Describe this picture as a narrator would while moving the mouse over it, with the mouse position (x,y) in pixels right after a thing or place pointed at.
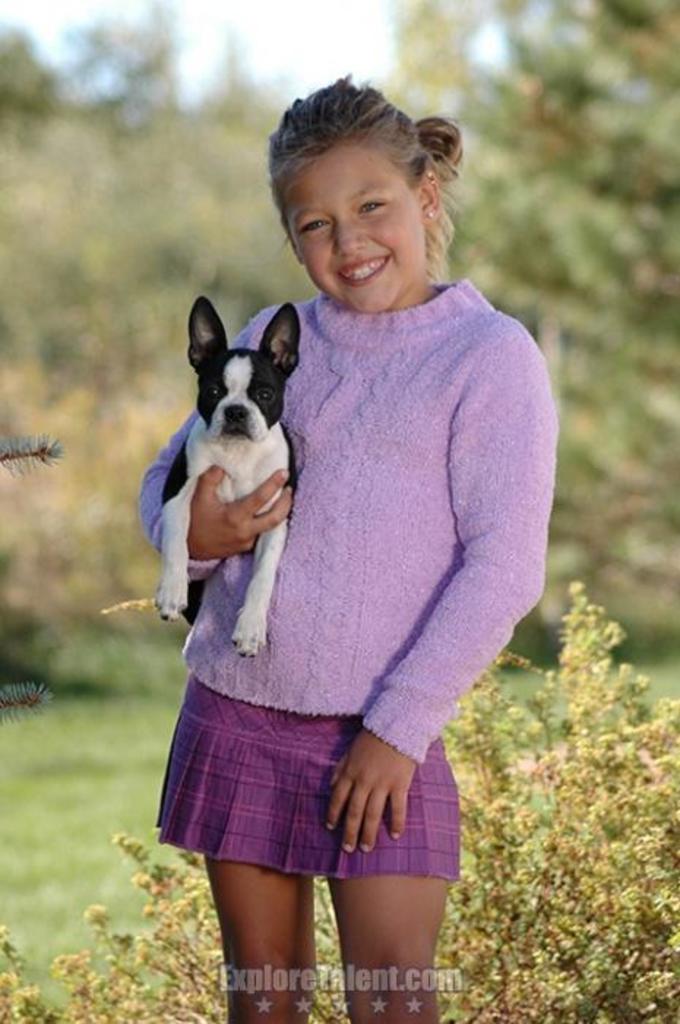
This kid (368,516) is holding dog (278,443) and smile. Backside of this kid (379,736) there are plants (561,829).
